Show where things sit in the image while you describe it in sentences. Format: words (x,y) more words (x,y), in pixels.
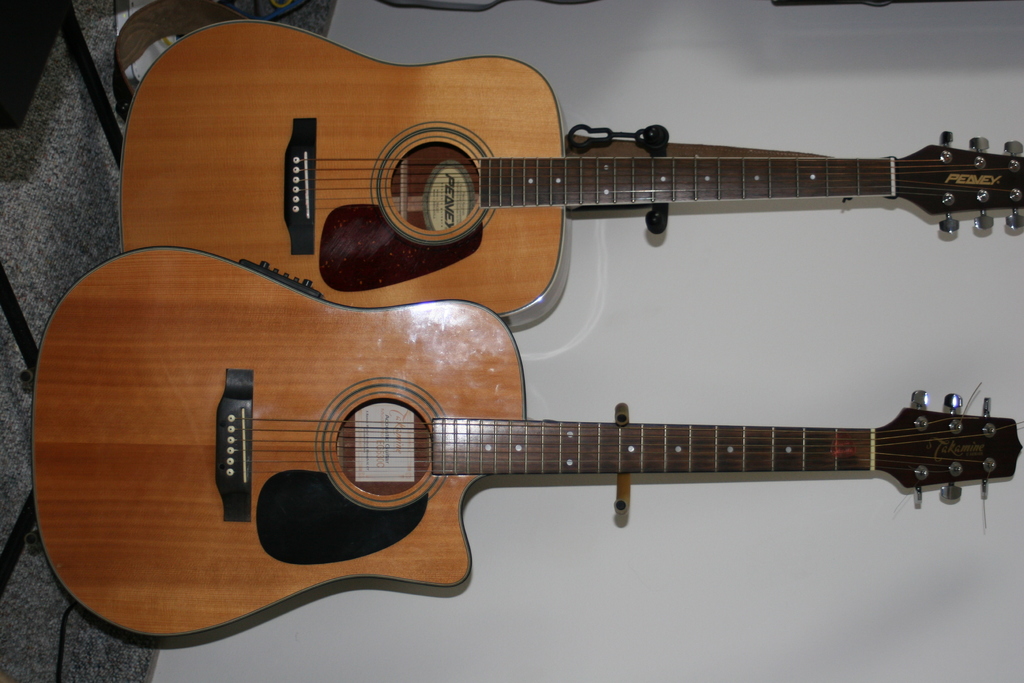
As we can see in the image there are two guitars (473,402) and a white color wall (795,338).
